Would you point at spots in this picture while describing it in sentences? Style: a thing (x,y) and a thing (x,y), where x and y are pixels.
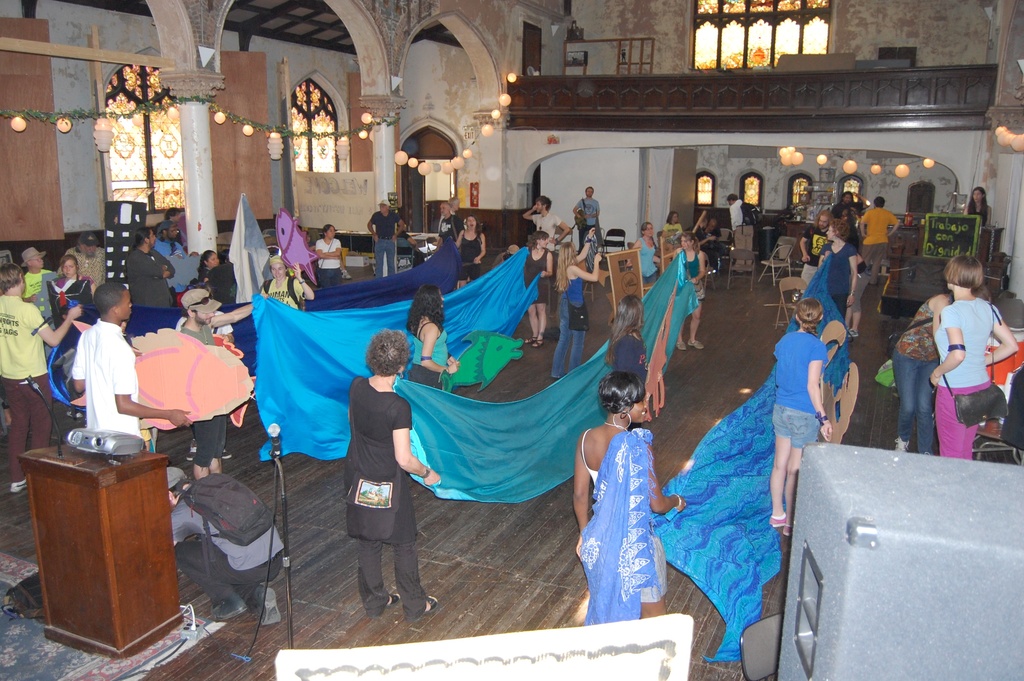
In this image in the front (311,355) there are persons (300,298) standing and there are some persons (399,364) holding cloth (439,410). In the front (104,511) on the left side (119,516) there is a podium (95,533) and on the podium (43,450) there is a mic (56,438) and there is a projector (99,447) and there is a mic (279,448) with a stand (278,478). On the right side (907,586) there is an object (896,606) which is grey in colour. In the background (129,155) there are windows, there are lights (63,126), there is a railing (785,105) and there are pillars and there is a wall (597,165), there are empty chairs (784,261) and there are persons (677,229) sitting on the chair (721,230) and there are boards (363,200) with some text (939,237) written on it.
